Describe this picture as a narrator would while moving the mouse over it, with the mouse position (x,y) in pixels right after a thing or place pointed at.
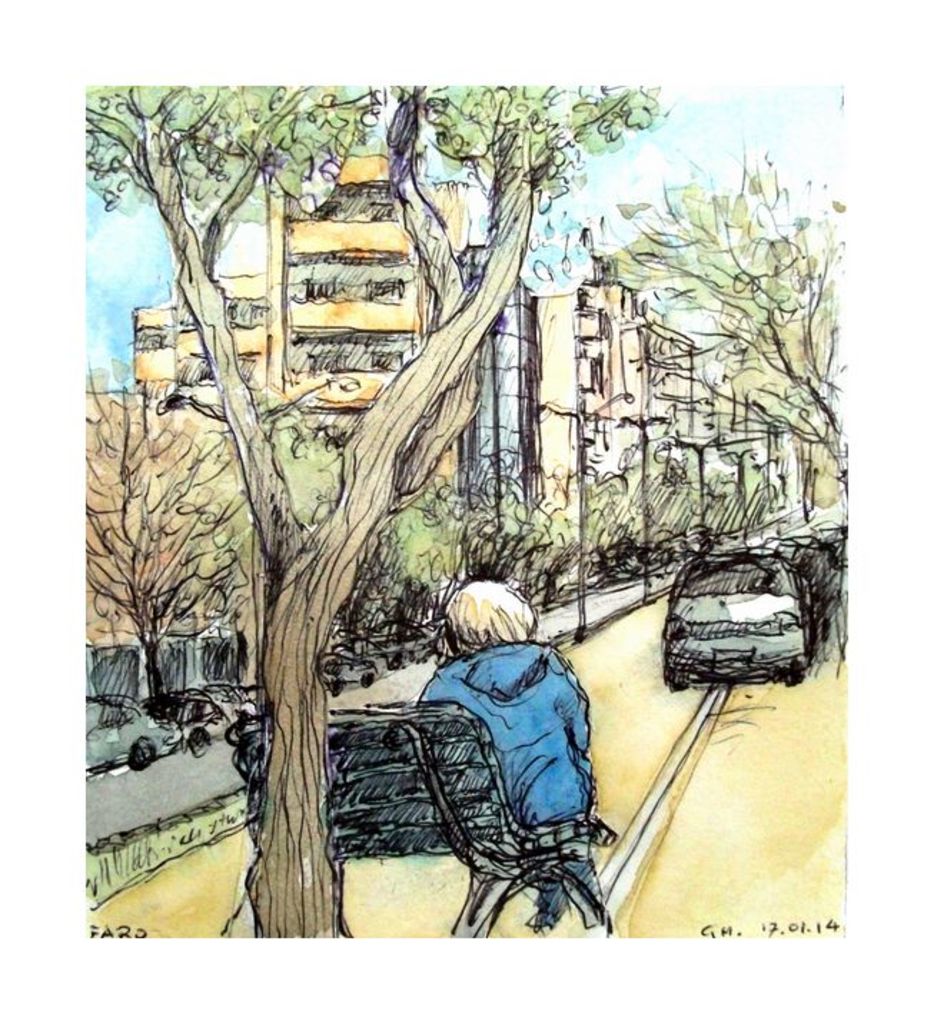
This image consists of a drawing. In which, we can see a person (499,639) sitting on a bench (478,806). On the right (779,642), there is a car (779,642) on the road (654,608). On the left (307,320), there are buildings (378,392) along with the trees (400,386). At the top (568,214), there is sky (138,230).
